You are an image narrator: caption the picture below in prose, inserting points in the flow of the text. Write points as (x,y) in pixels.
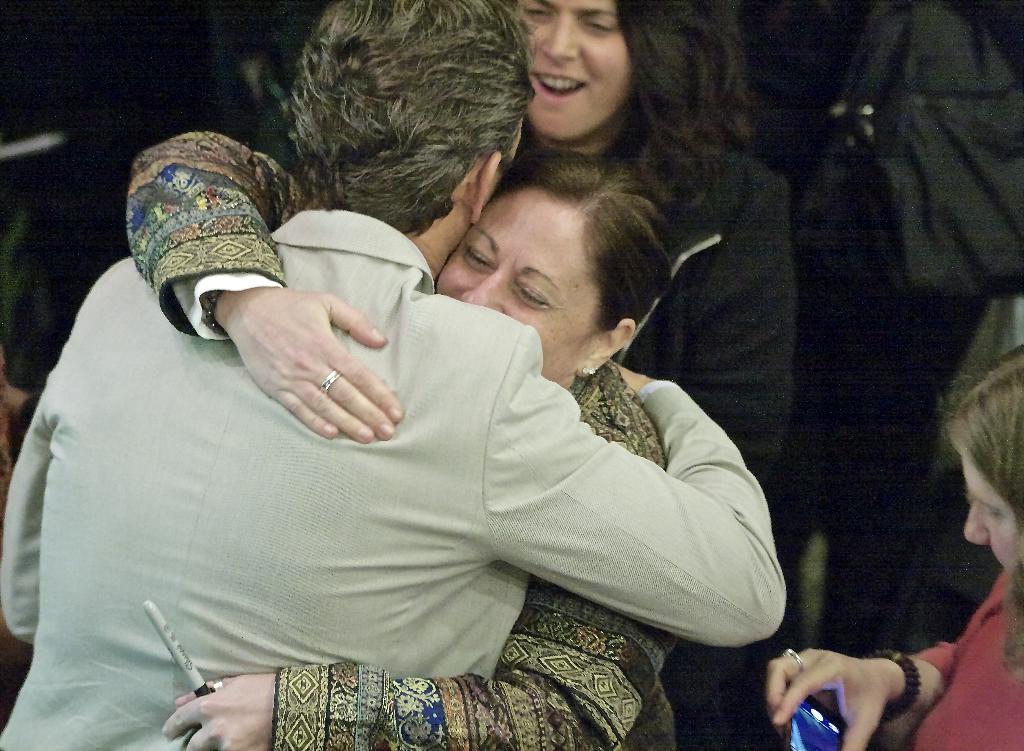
In the middle of the picture (664,379) we can see three persons (426,376). On the right side of the image (1007,406) we can see a woman (1006,608) holding a mobile (795,728). There is a dark background (63,11) and we can see a bag (891,178).
